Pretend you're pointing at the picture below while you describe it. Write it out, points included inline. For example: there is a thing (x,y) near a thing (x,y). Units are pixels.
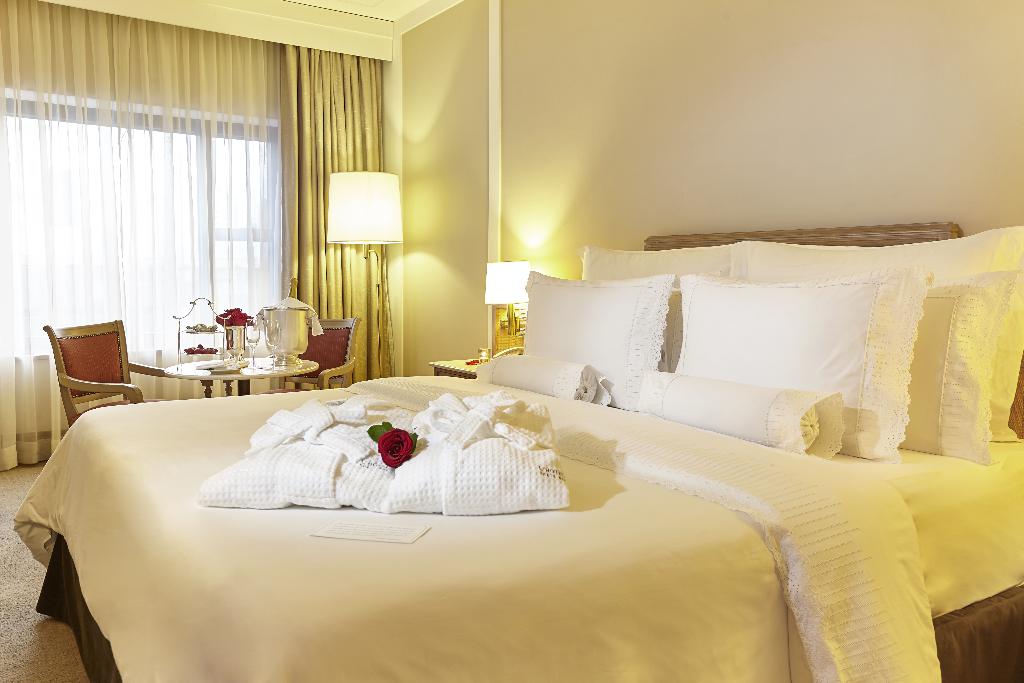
In the image we can see bed (747,571), on bed (784,550) one bed sheet (815,533), flower (396,461), some pillows (831,370). And back we can see wall (557,153), lamp (365,193), table (443,367) on table (301,368) we can see some objects (301,339), chairs (345,345), curtain (343,141), board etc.
